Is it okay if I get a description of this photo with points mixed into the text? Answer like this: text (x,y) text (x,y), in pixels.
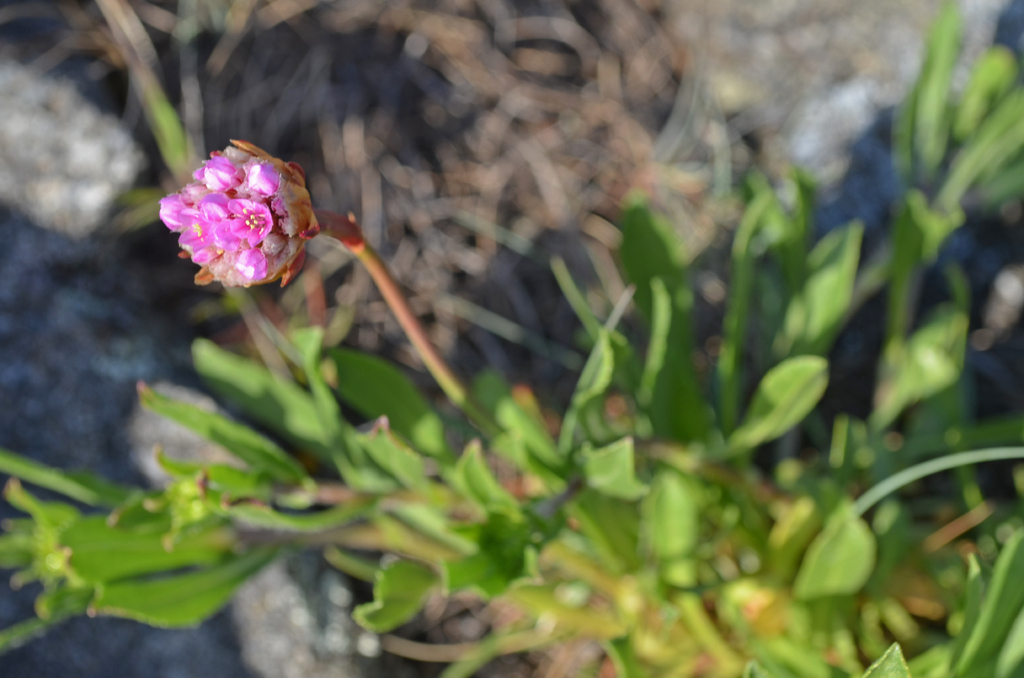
In this image I can see a flower (254,154) and on the bottom side (1001,566) and on the right side (786,330) I can see number of green colour leaves (665,403). I can also see this image is little bit blurry in the background (322,95).
